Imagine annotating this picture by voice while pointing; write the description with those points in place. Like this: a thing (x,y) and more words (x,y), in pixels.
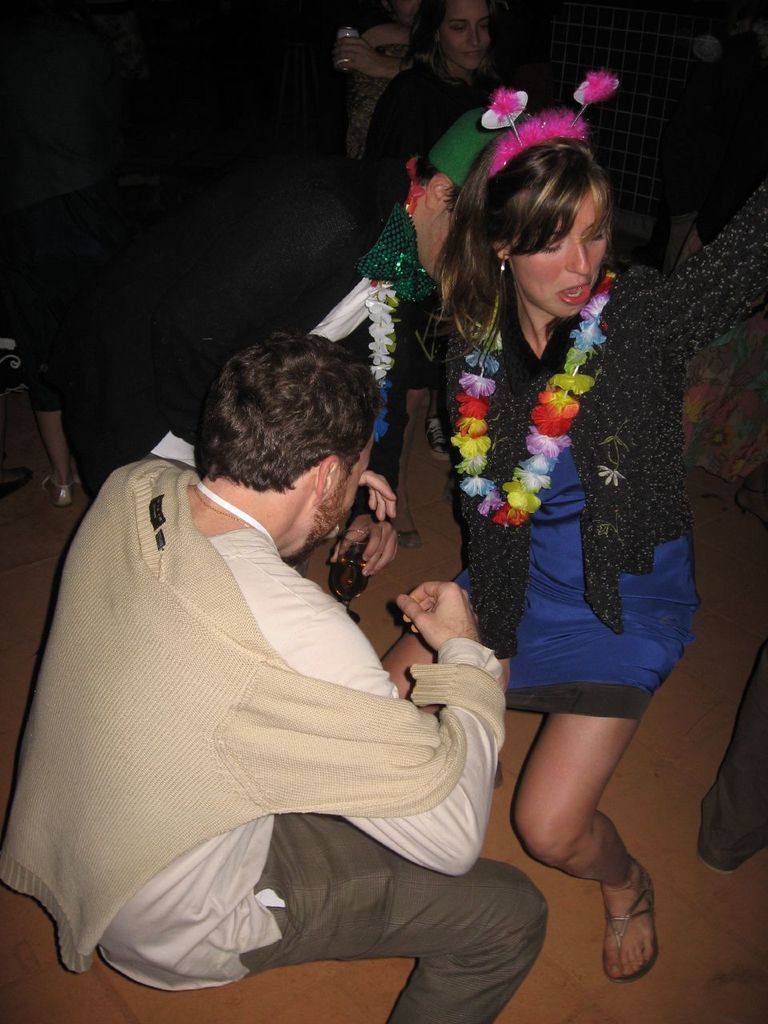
In this picture there is a man (359,714) at the bottom left (173,810) and he is holding a glass (343,577). Towards the right (534,607), there is a woman (532,583) wearing a blue and black dress (530,525). Behind the women (478,198), there are people (440,174).
